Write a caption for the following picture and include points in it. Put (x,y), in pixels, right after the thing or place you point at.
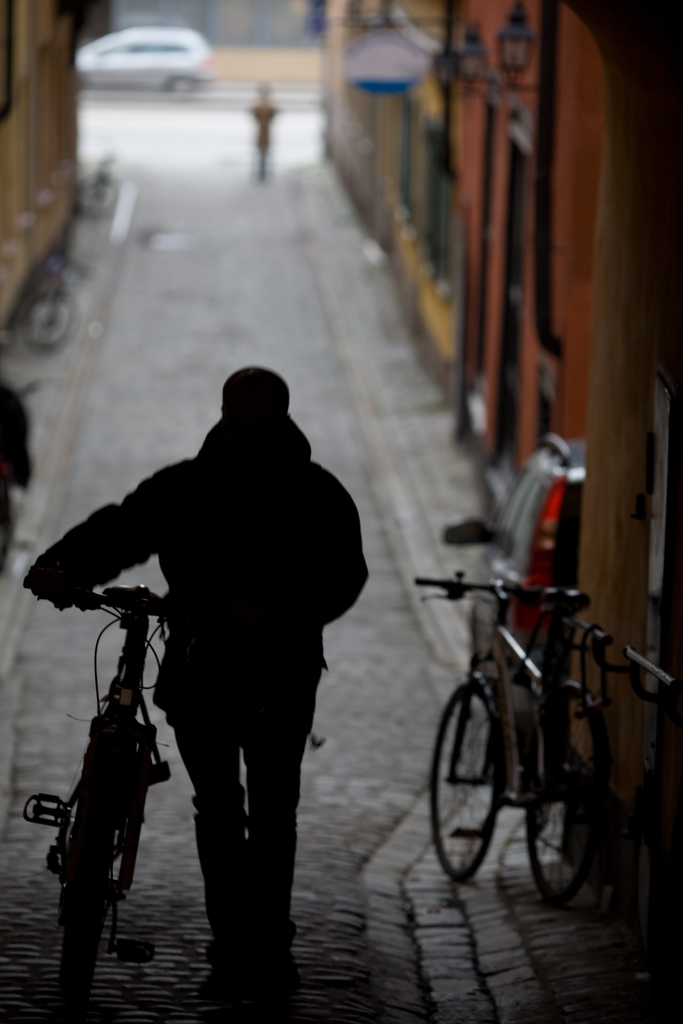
In the image there is a person (175,513) walking in middle of street (372,583) along with bicycle (138,755), there are buildings (44,197) on either side of the road (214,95), on the right side (562,603) there is a car (506,506) and cycle (554,725) in front of the building (375,220), in the background (111,55) there is a car (134,70) going on the road (198,114).
